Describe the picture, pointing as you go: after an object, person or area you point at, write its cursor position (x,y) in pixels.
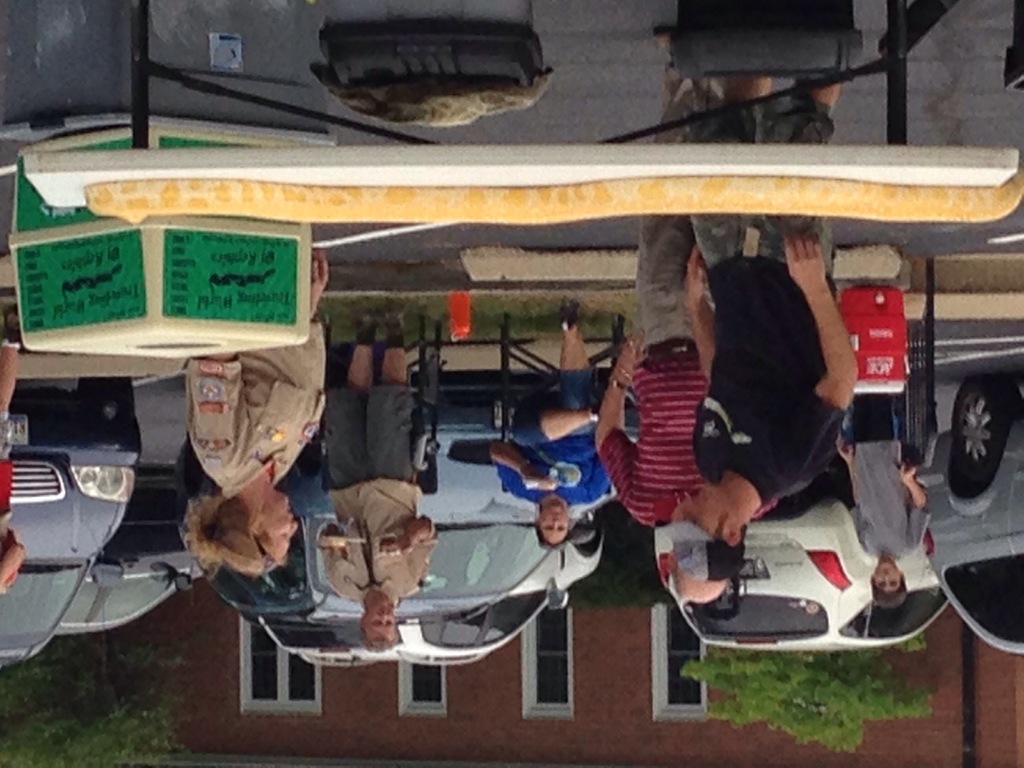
At the top (512,82), I can see a table (338,166) and some objects (470,78). In the middle (554,505), I can see vehicles (27,531) and a group of people (879,517) on the road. In the background (599,639), I can see a building (338,721), trees (21,670) and windows (427,699). This picture might be taken in a day.
